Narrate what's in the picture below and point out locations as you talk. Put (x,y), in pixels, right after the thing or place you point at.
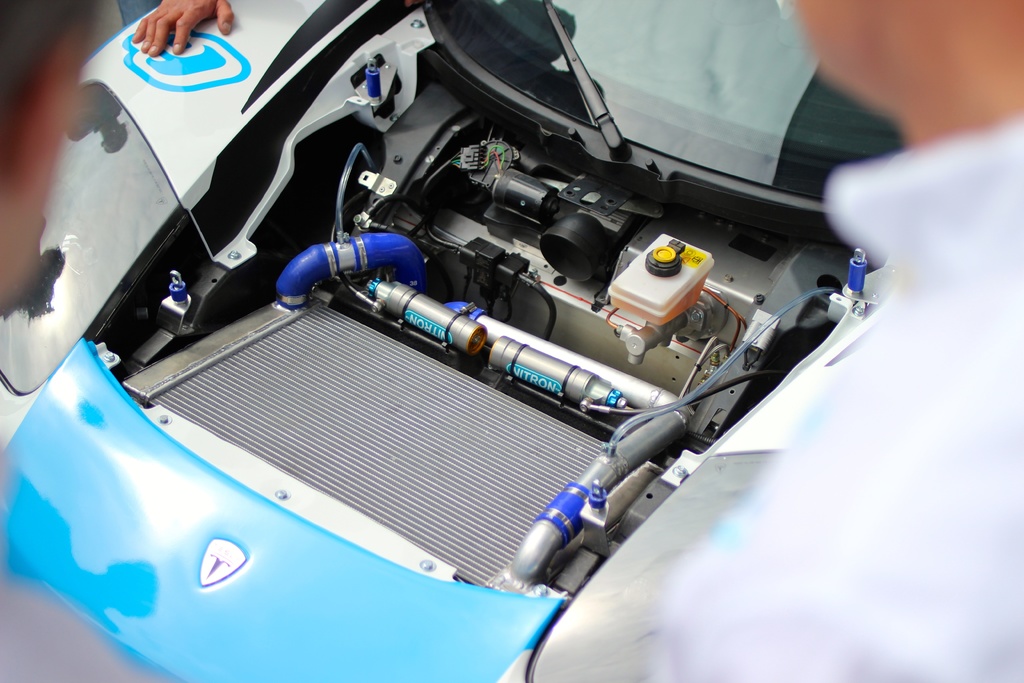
In this image there is a car (335,332) truncated towards the top of the image (433,184), there is a person (923,243) truncated towards the right of the image (908,184), there is a person (39,139) truncated towards the left of the image (45,134), there is a person (176,26) truncated towards the top of the image (179,20).
